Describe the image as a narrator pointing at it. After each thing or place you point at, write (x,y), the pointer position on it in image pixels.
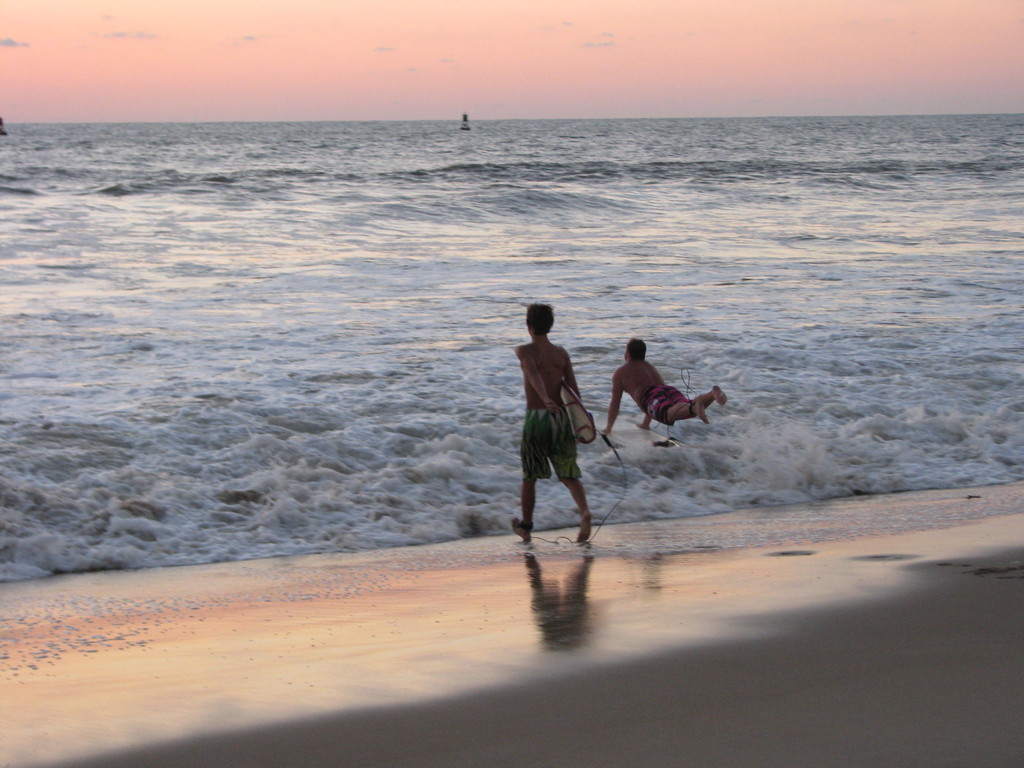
In the picture I can see two persons (542,465). I can also see some objects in the water (398,156). In the background (547,74) I can see the sky (528,88).
